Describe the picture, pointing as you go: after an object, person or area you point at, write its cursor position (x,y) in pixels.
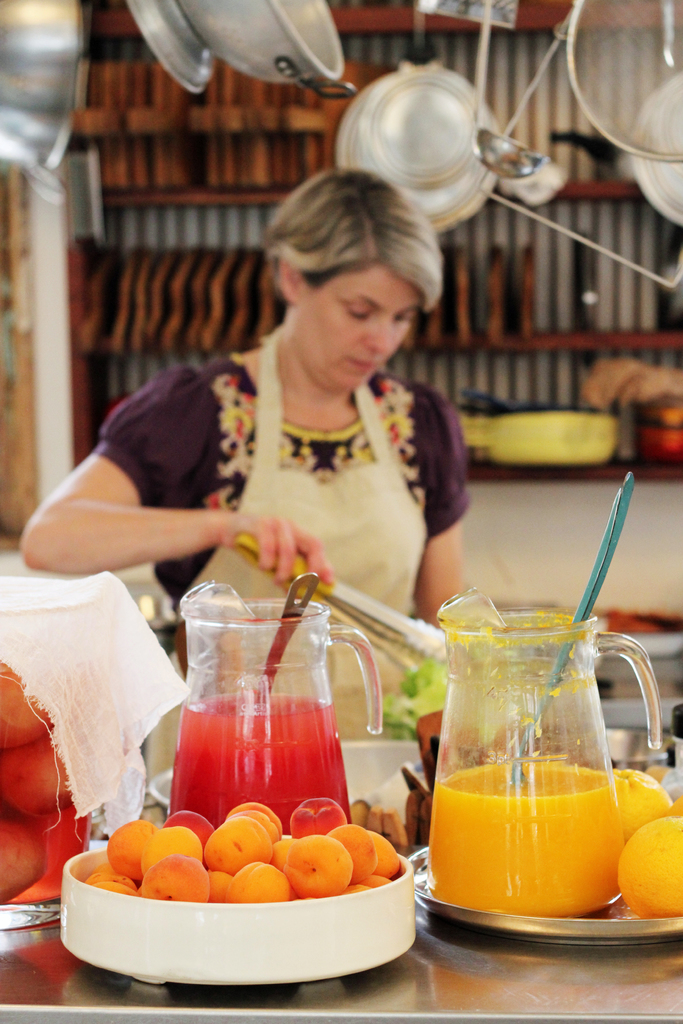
In the middle of the picture (295,525), we see a woman (311,485) is standing. She is holding something in her hands (296,537). In front of her, we see a table (441,947) on which a bowl (372,896) containing fruits (176,877), a plate (430,906) containing oranges (641,884), two jars (531,749) containing juices (461,781) and spoons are placed on the table (401,997). On the left side (53,860), we see a glass (27,809) containing liquid (52,855) is covered with a white color cloth (107,593). In the background (554,4), we see a rack (571,169). At the top (385,174), we see many vessels (370,169).
